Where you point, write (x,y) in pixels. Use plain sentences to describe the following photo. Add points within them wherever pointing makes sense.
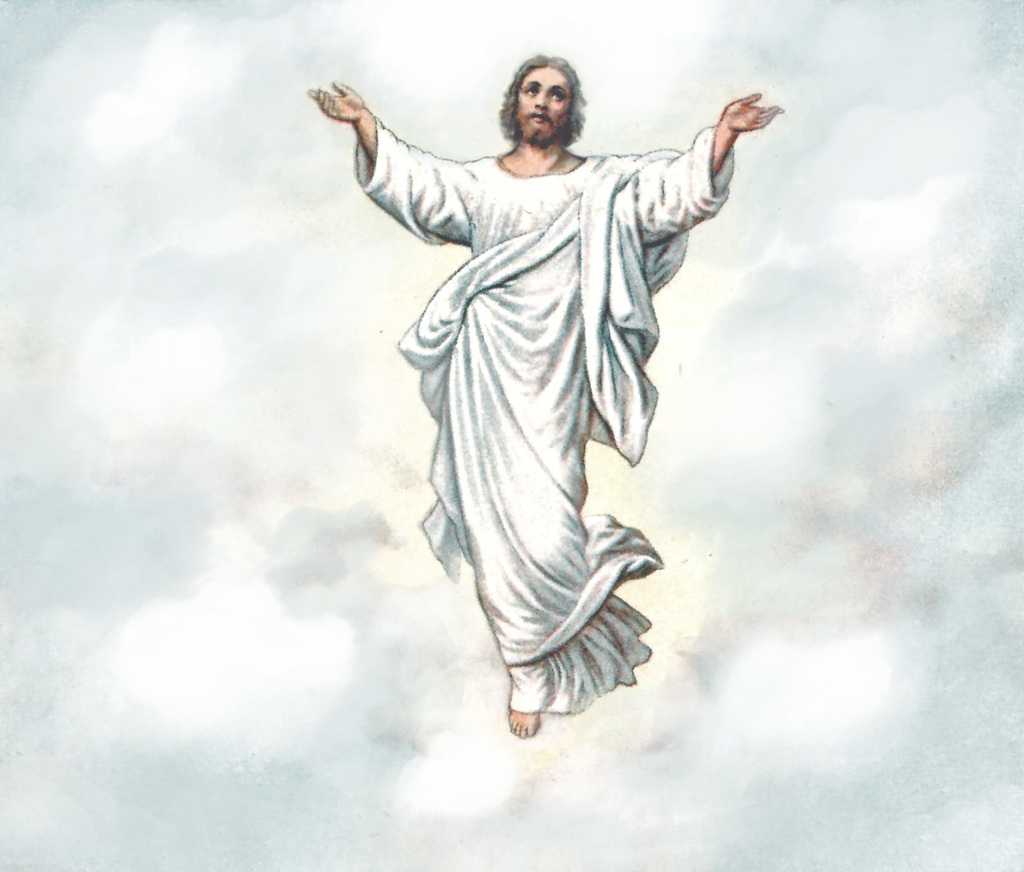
In this picture there is a painting (432,420) of the person (478,384) wearing a white colour dress (519,399).
